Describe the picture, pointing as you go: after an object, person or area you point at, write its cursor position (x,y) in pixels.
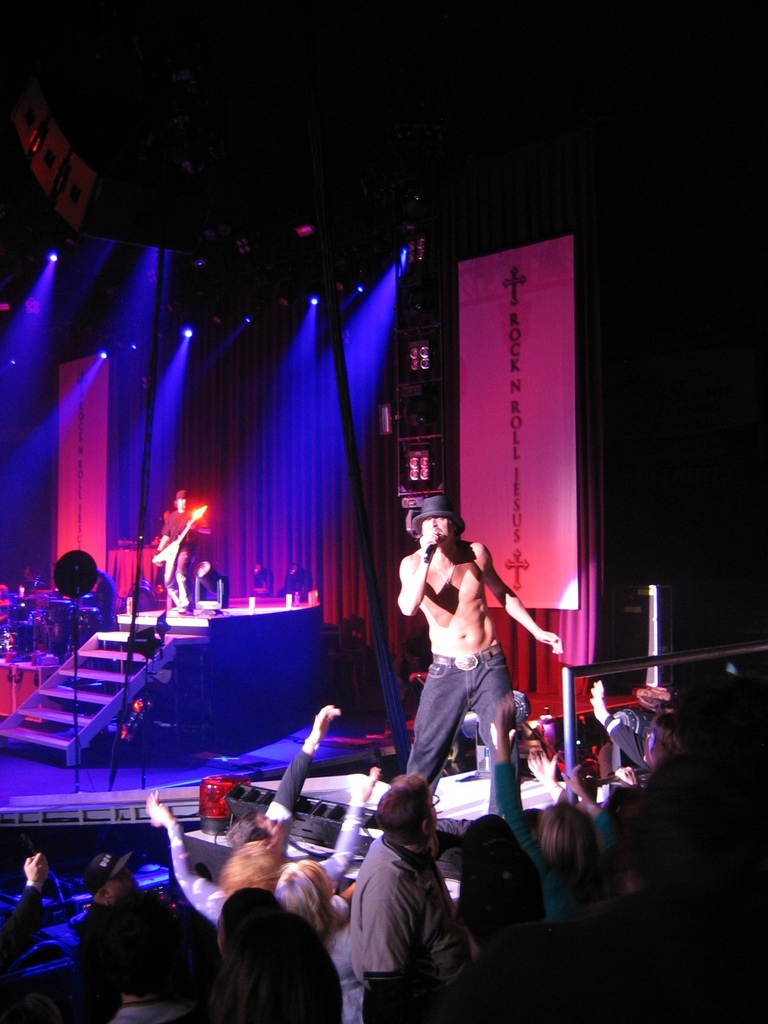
In this image we can see a man (456,584) standing and holding a mic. At the bottom (220,965) there are people (360,912). On the left (74,693) there are stairs (52,716) and there is a man (185,553) playing a guitar (169,560). At the top (54,265) there are lights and we can see a board (534,333).
